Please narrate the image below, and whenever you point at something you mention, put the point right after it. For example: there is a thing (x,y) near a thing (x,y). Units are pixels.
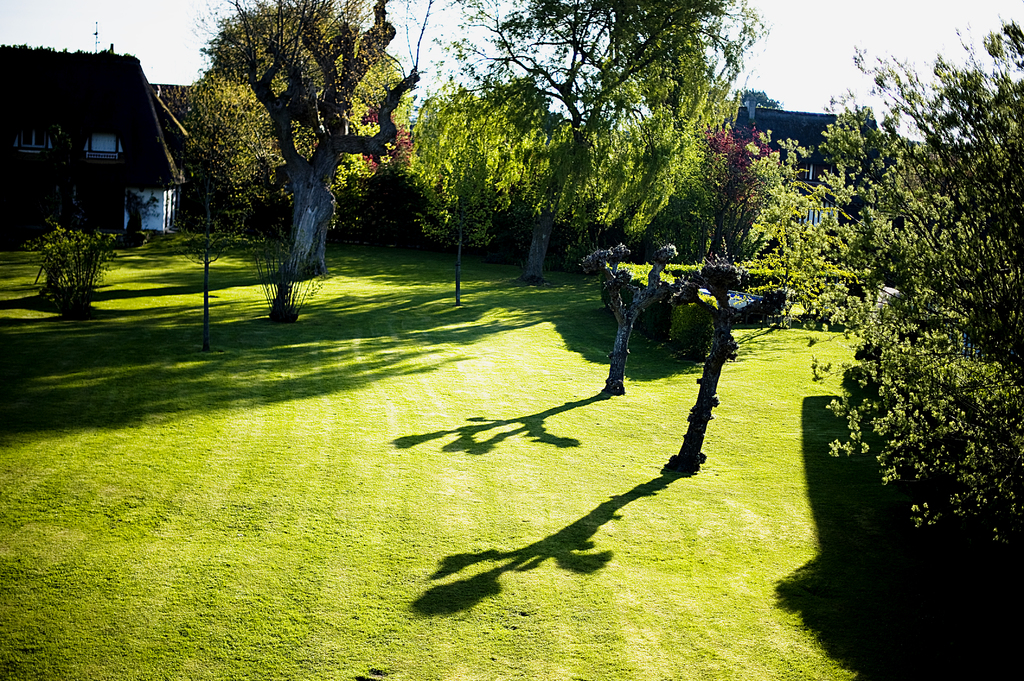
In this image, I can see the trees (854,257) with branches (368,143) and leaves (536,205). These are the small bushes (690,303). I can see the shadow (474,562) of the trees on the grass (290,508). This looks like a house (99,131) with windows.
